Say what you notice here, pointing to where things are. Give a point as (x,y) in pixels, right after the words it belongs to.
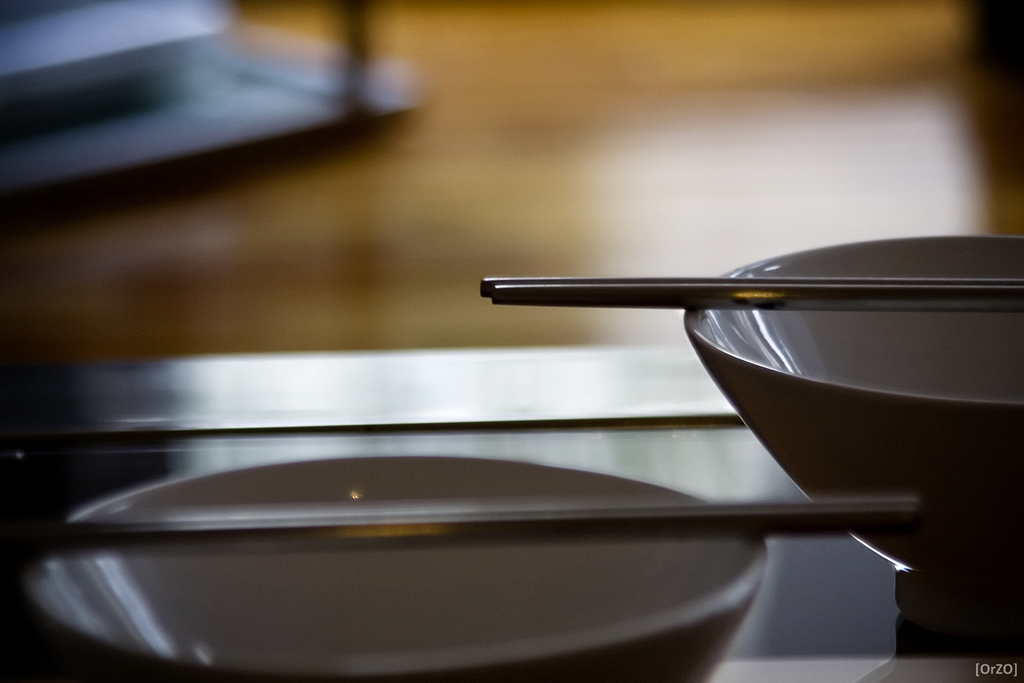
At the bottom of the image (181,461) there is a table (122,435), on the table (400,451) there are some bowls (958,485) and chopsticks (248,519).
